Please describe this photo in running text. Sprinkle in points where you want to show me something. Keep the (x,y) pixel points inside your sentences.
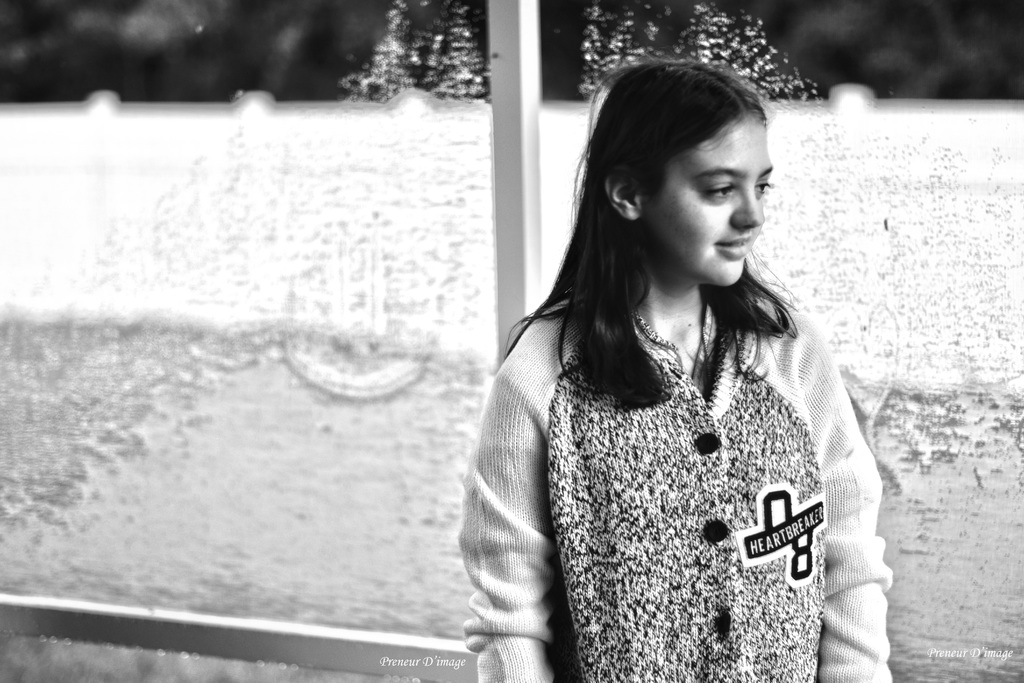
This is a black and white image in this image there is a girl (683,494).
